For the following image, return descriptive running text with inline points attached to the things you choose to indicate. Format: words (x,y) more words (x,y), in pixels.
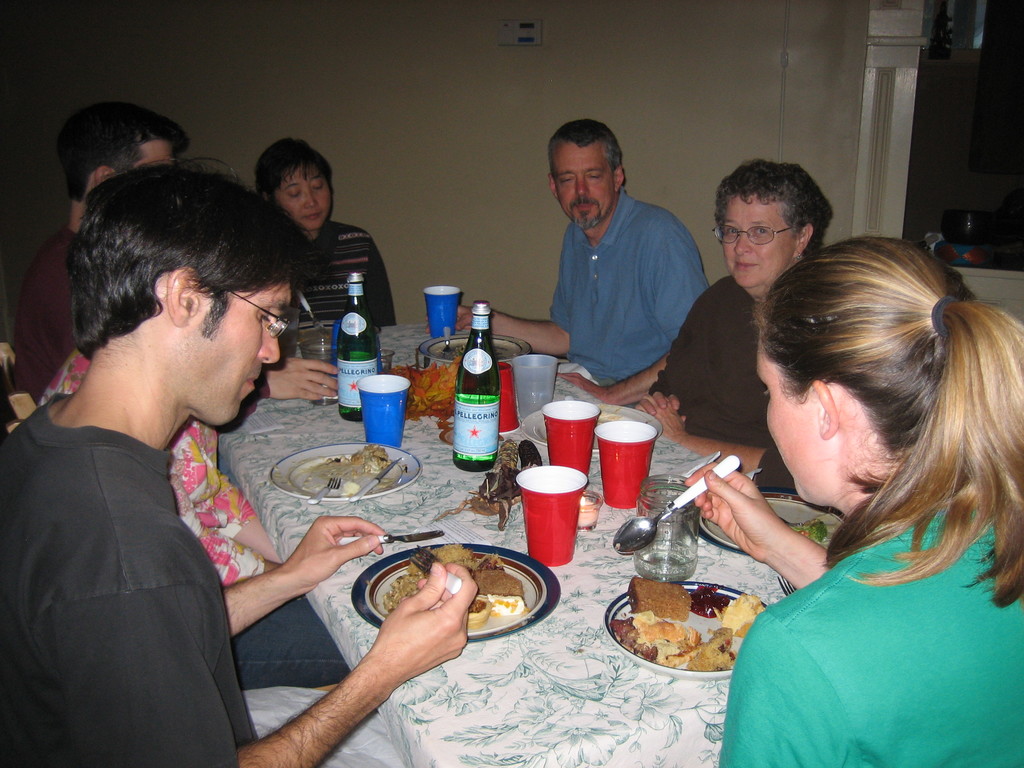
In this image there are a few people (276,675) sitting on the chairs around a table (383,496), on the table (348,572) there are few bottles (461,382), glasses (566,482), some food items (656,614) served on the plates (639,618) and some other objects (319,499) on the table (606,552), there is a switchboard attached to the wall (530,65).
